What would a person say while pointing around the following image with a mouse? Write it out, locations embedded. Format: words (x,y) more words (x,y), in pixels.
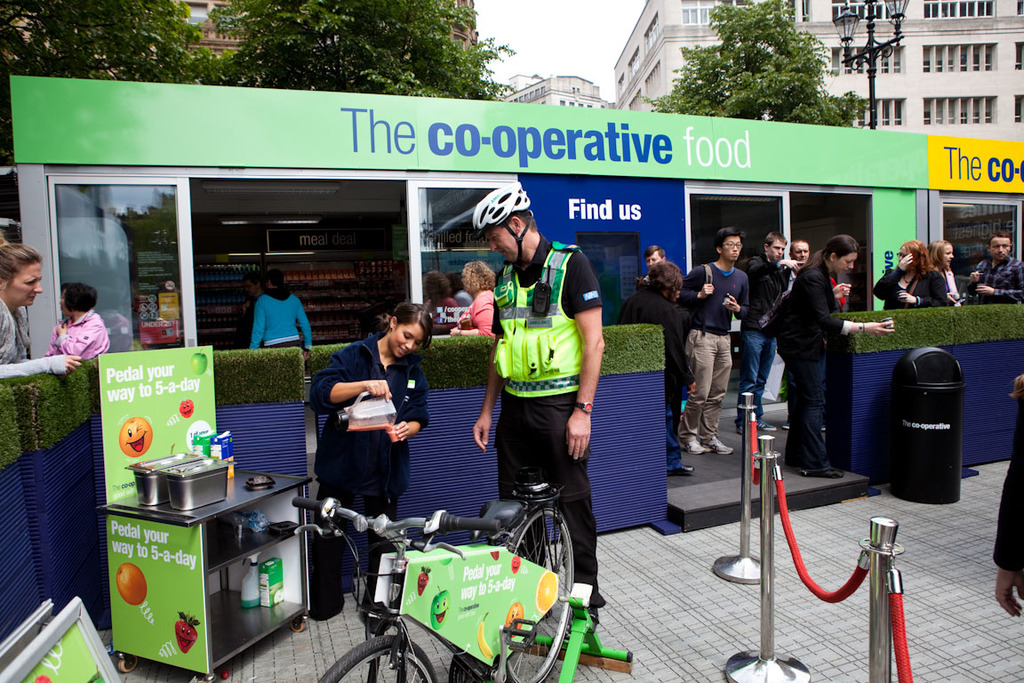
In this image we can see group of people (553,335) standing on the ground (792,569). One person (536,380) is wearing uniform (550,354) and a helmet (510,200). In the foreground of the image (519,637) we can see a bicycle (419,583) on the ground (682,633). To the right side of the image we can see a trash bin (943,386). To the left side (266,487) we can see containers (191,498) placed on a table (203,580). In the background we can see group of buildings (882,85), light poles (898,25), trees (798,81) and the sky (597,33).
